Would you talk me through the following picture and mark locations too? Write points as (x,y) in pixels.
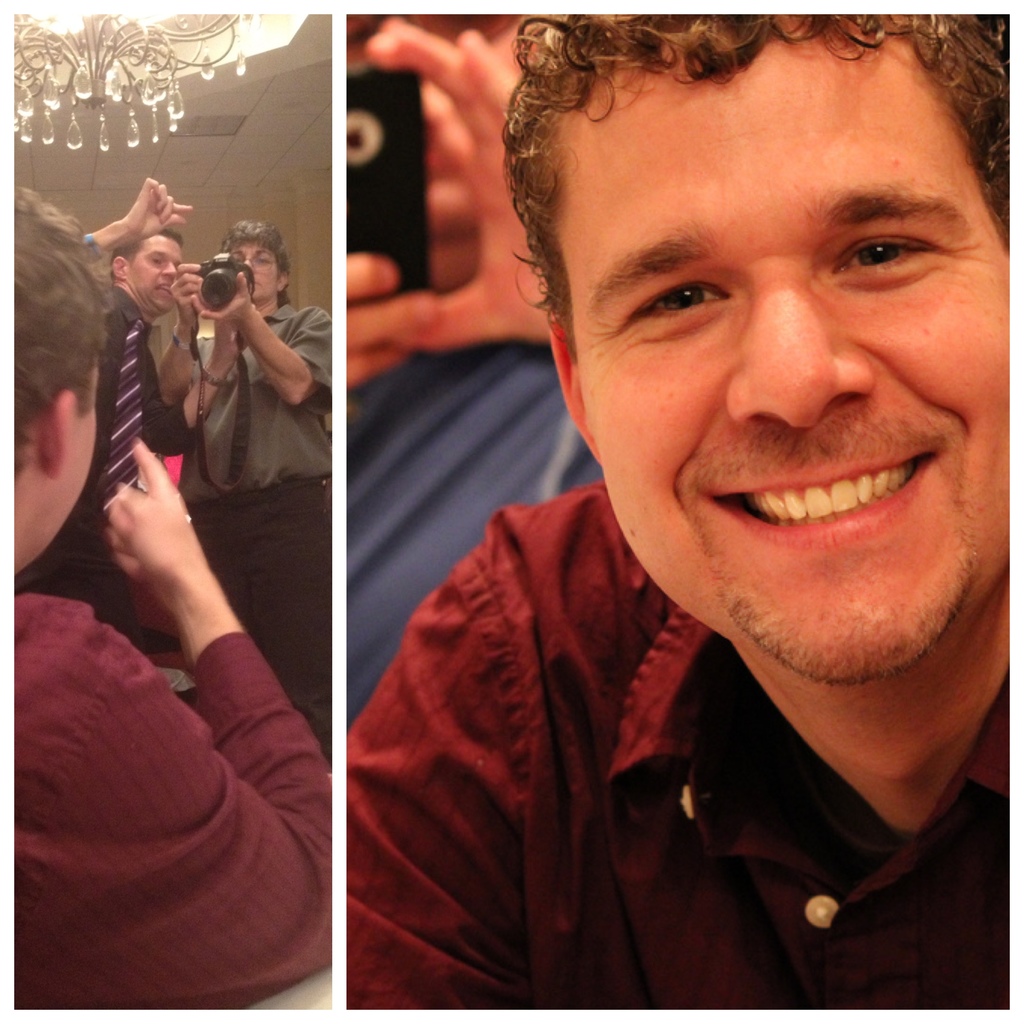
In the picture I can see the collage images. There is a man (487,720) on the right side (914,582) is wearing a red color shirt (677,655) and there is a smile on his face (625,160). In the background (500,178), I can see the hands (475,284) of a person (436,58) holding the camera (376,93). I can see three men (85,483) on the left side of the picture (109,322). There is a man (216,345) holding the camera (209,287) in his hands (203,298). I can see the crystal light lamp (146,91) on the roof (134,95).
